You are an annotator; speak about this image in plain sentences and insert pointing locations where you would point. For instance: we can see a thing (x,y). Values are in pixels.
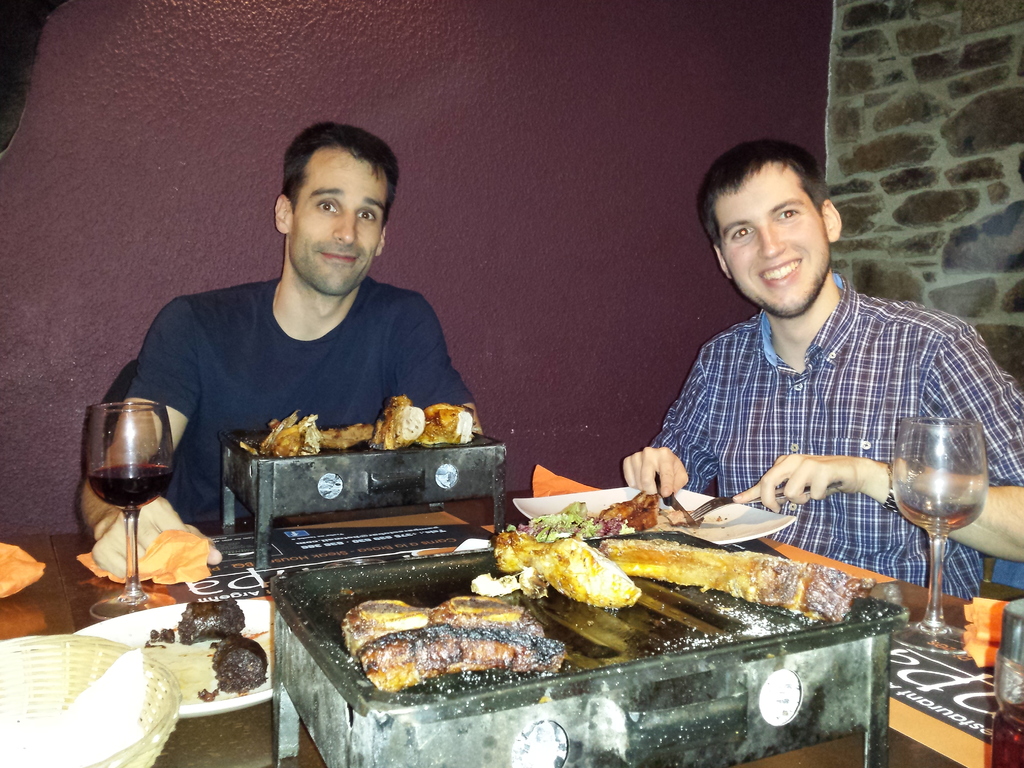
In this image I can see few people (475,418) are sitting and I can see smile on their faces (305,262). Here I can see he is holding a knife (679,506) and a fork (718,503). I can also see a table (209,747) and on it I can see food (194,628) in plates (185,705), food (316,442) on grills (385,497) and I can see few glasses (961,500).
